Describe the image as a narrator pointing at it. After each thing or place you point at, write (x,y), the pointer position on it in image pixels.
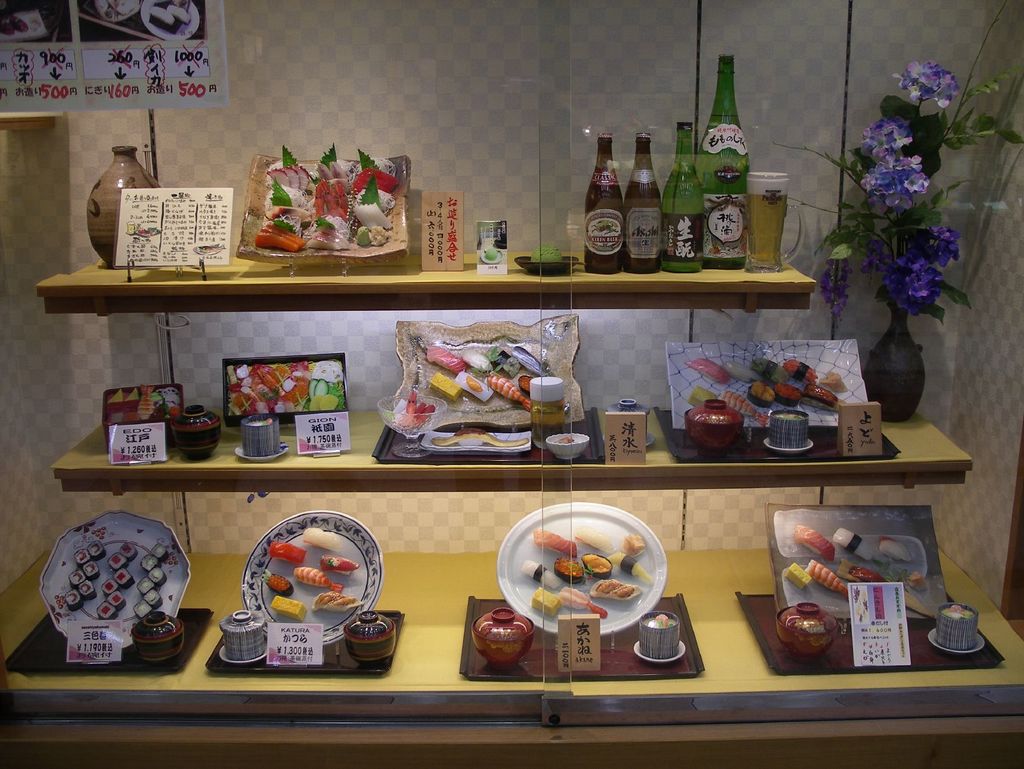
In this image I can see few plates (457,398), food items (452,440), boards (598,643), trays (597,677), bottles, flower pot (927,280) and few objects (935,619) on the shelves (688,574). Back I can see the wall (407,60).
